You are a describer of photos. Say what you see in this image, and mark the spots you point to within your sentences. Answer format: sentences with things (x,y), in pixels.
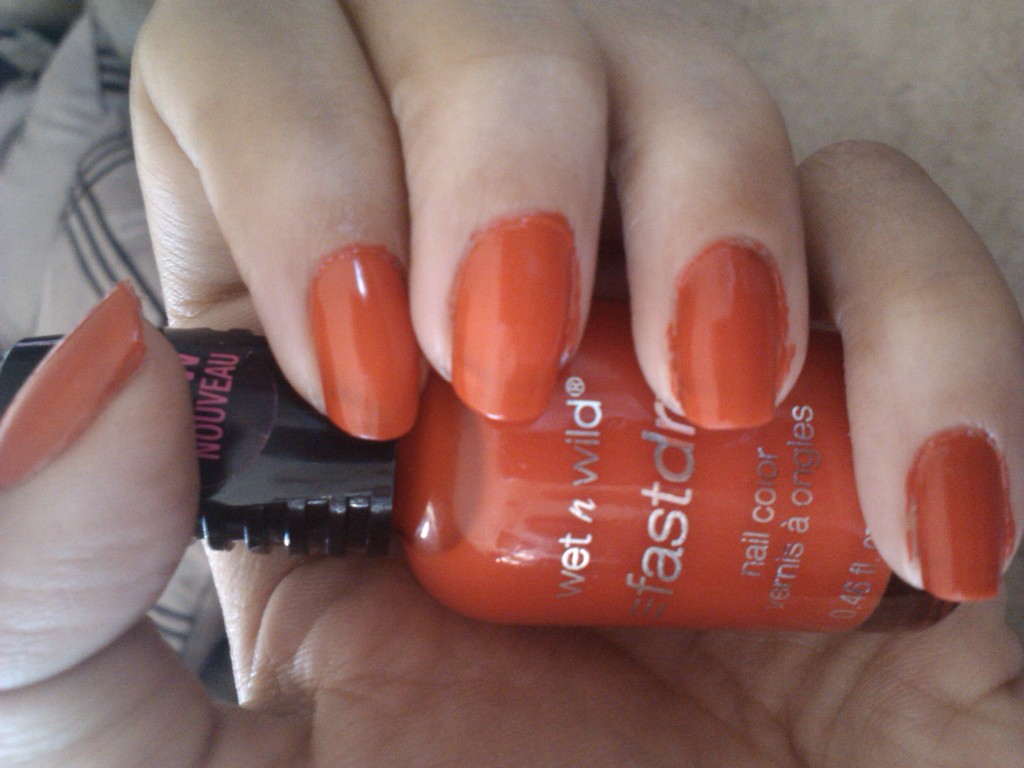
As we can see in the image, there is a human hand (508,387) holding orange color nail polish (399,482) in the hand (502,398).
